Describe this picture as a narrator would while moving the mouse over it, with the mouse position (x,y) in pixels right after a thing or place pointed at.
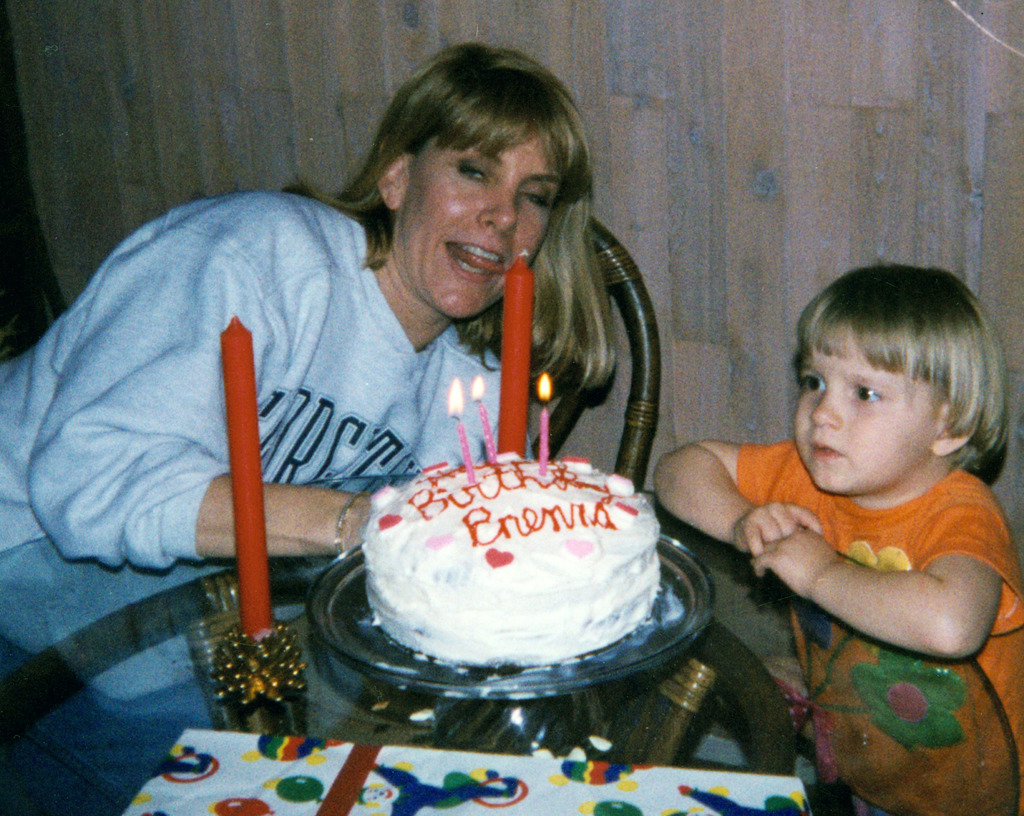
Here we can see a woman (203,429) and a girl (737,488) at the table (305,567). On the table (313,557) there are candles (247,551), cake (440,514) in a plate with candles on it. In the background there is a wall (803,15) and a chair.
